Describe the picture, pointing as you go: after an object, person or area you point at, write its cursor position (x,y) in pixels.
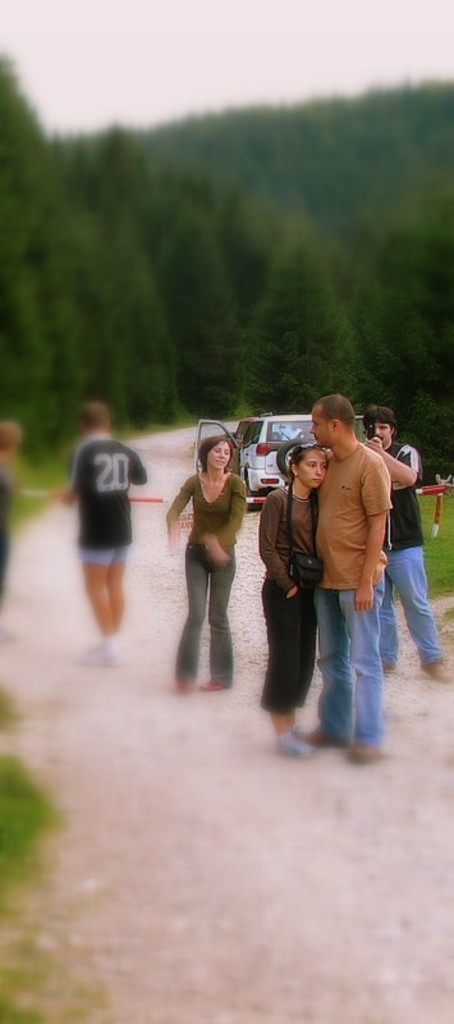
In the middle of this image (291,612), there are persons (364,686) and a vehicle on the road (252,779). On both sides of this road (226,694), there are trees (150,229) and grass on the ground (444,571). In the background (401,114), there is a mountain (276,106) and there is sky (245,52).
